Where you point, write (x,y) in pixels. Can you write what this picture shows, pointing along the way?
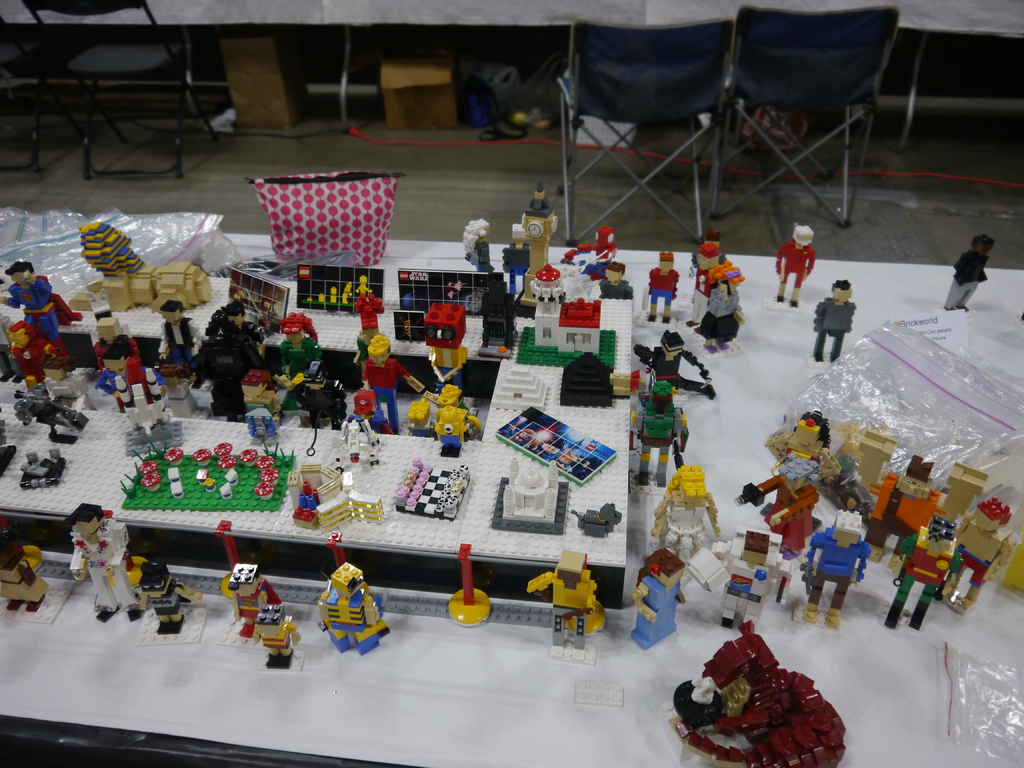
In the picture I can see toys (431,481), covers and some other objects (447,479) on a table (442,651). In the background (522,134) I can see chairs (696,139) and some other objects (521,127).
